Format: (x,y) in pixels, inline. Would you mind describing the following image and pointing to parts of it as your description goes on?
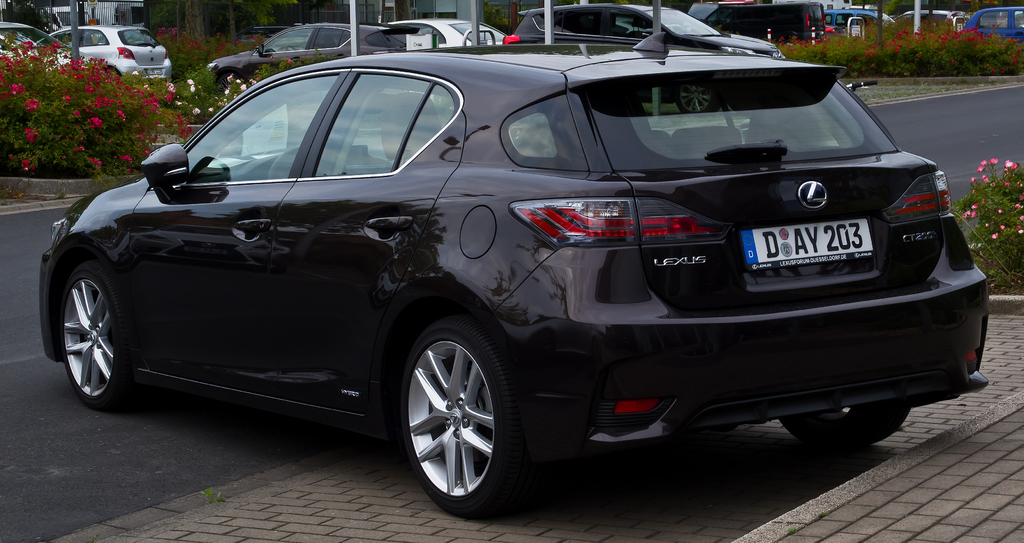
In the picture I can see cars (437,263) on the road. In the background (916,73) I can see flower plants (906,64), poles (551,35) and some other objects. The car (805,424) in the front (520,349) is black in color.
